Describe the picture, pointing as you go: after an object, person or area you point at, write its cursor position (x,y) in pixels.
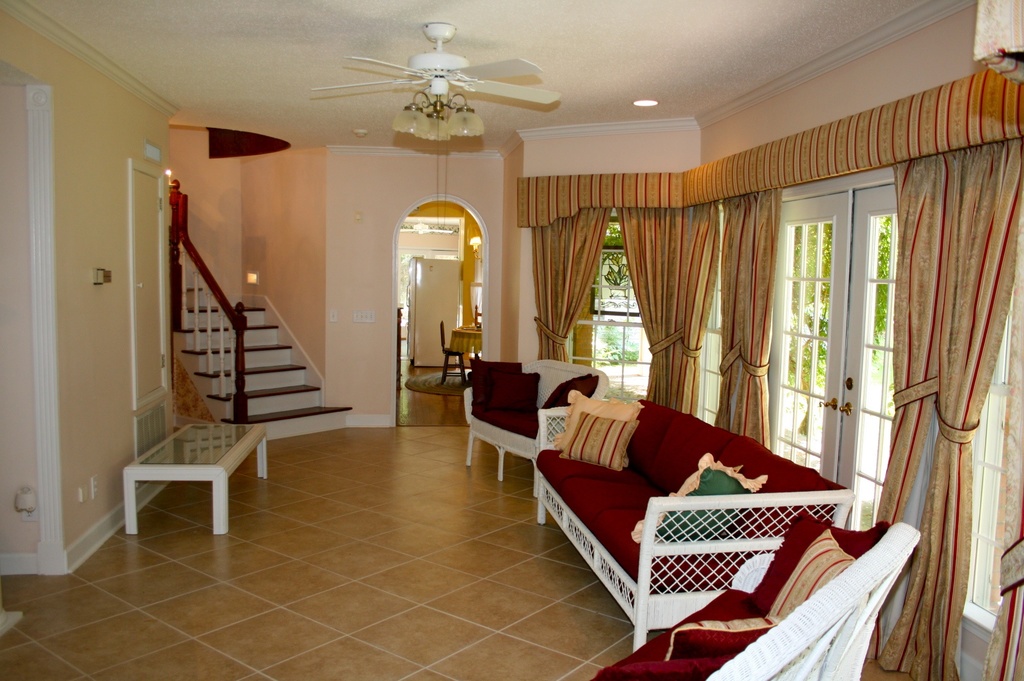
In this image I can see the inside view of the house (350,554). On the left side (208,464) there is a small table (208,449). On the right side (803,369) there is a window (827,324) and here I can see the curtains (951,314). On the top of this image (447,70) there is a fan (452,64). Here I can see the stairs (257,330). And the outside of this house (330,318) I can see some trees (798,255). Here I can see the sofa (630,497) and pillows (603,430) on it. And in the center of the image (430,304) I can see a refrigerator (446,292) and a mat (436,385) on the floor (441,387).
